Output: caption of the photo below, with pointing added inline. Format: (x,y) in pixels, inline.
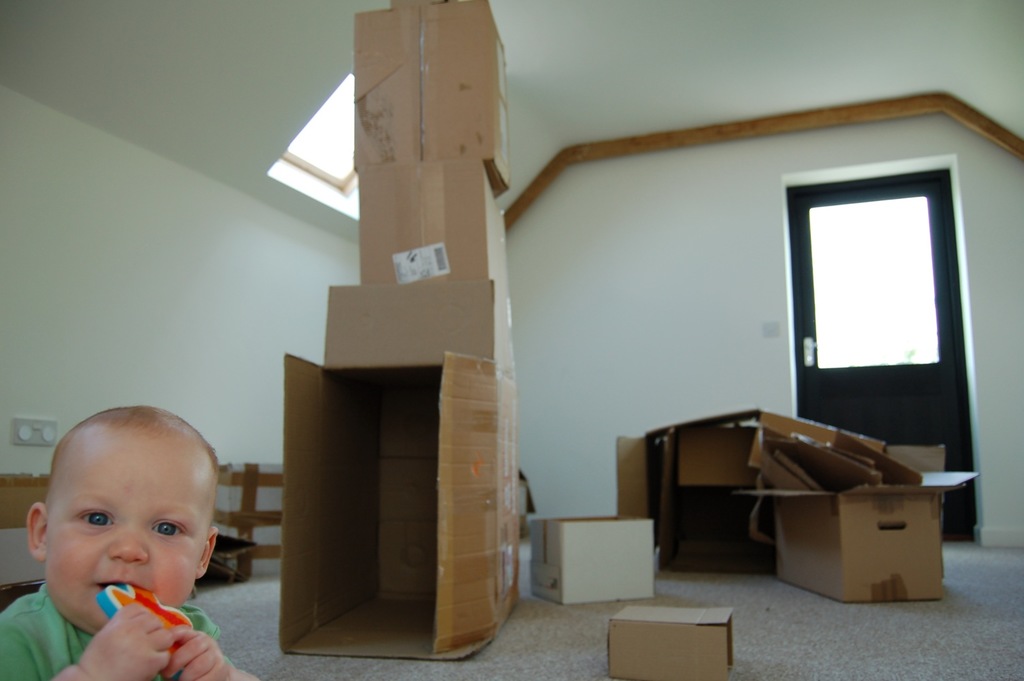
In this image we can see a baby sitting on the floor (448,675) holding a toy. We can also see some cardboard boxes (534,560) placed on the floor (891,616). We can also see a door (805,379), a board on a wall (35,460) and a roof (519,109).
